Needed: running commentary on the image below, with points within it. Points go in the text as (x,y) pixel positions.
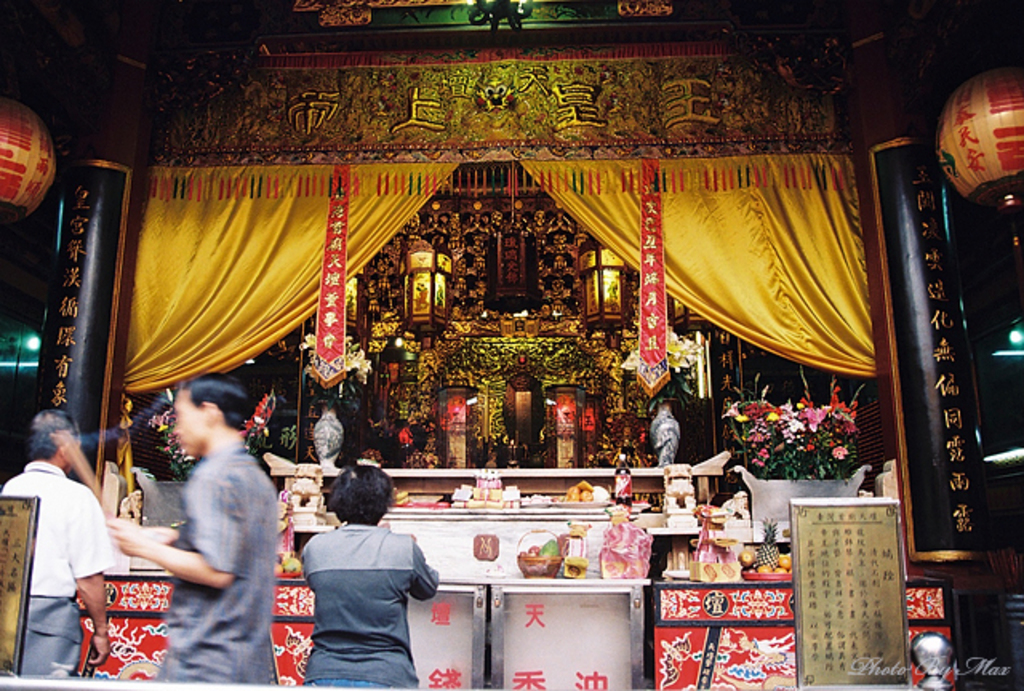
In this image there is a Chinese temple altar (519,534) in the middle (531,455) which has dolls (581,557) and basket (523,556) on its desk (450,549). At the top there are hangings (429,281). There are two curtains (717,237) on either side of the altar (540,199). On the desk (614,480) there are flower pots (664,420), toys (309,478) and a basket (535,563) full of fruits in it. At the bottom (357,606) there are few people (320,617) standing near the altar (429,542). On the left side (249,587) there is a person (213,583) who is walking by holding the incense sticks (85,470).
